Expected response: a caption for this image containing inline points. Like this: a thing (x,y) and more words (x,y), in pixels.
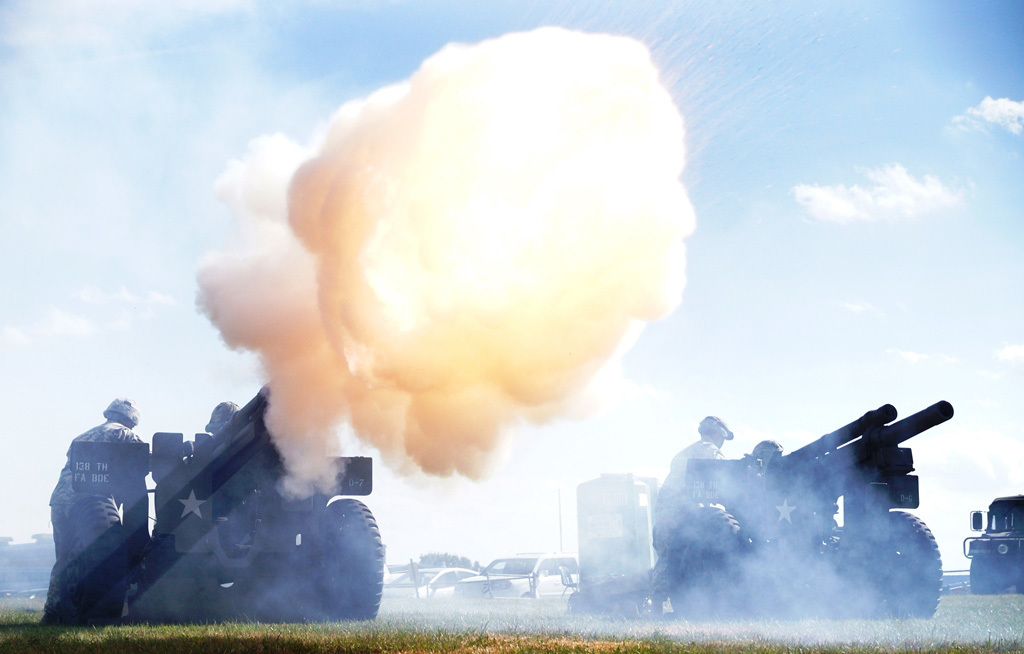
In this image there are few army vehicles (112,476) having weapons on it. Few persons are standing behind the vehicles (201,574). Behind it there are few vehicles (517,595) on the grassland (544,605). Top of image (855,210) there is sky (889,202) with some clouds (856,201).
